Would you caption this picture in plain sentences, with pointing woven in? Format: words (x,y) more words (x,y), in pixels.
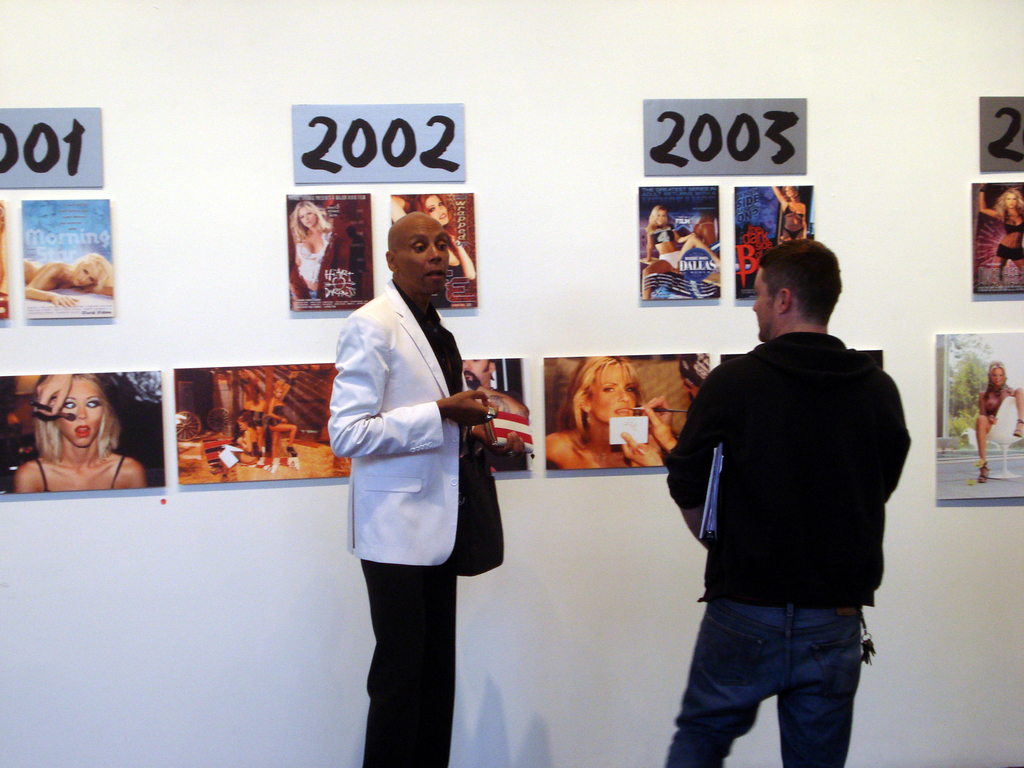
On the left side (334,415), there is a person (445,586) in a white color suit (428,422), holding a bag (477,462), speaking and standing. On the right side (847,574), there is a person (807,405) in a black color jacket (801,393), standing. In the background (753,292), there are posters (752,286) pasted on the white wall (114,592).
